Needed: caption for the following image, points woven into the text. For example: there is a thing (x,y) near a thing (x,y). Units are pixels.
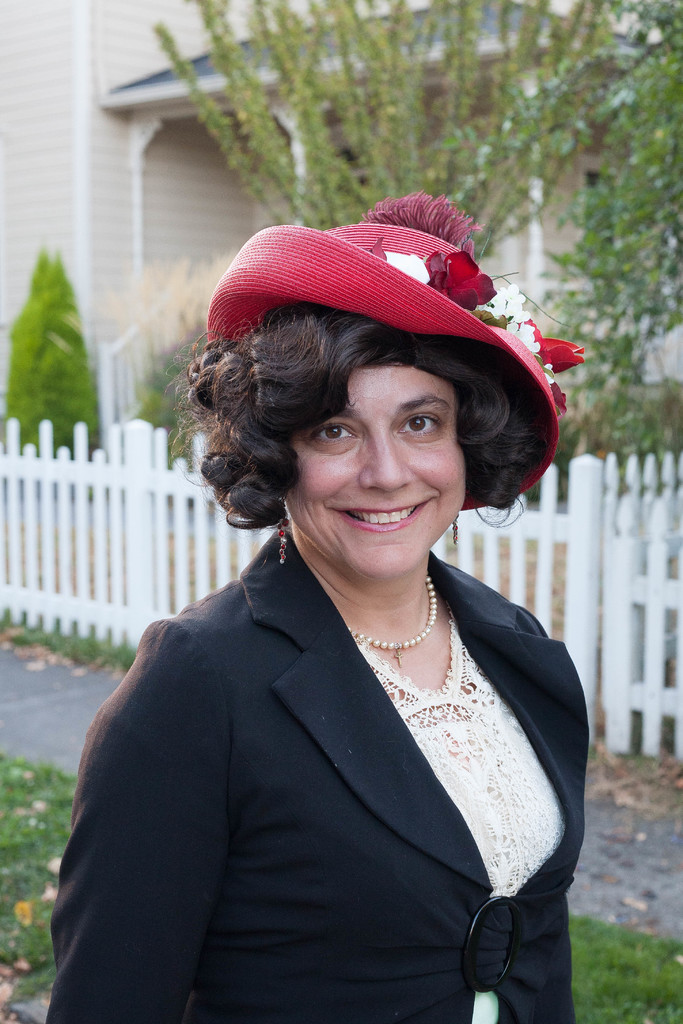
This picture is clicked outside. In the foreground (503,783) we can see a woman (390,488) wearing a hat (413,233), smiling and seems to be standing. In the background (41,715) we can see the ground (73,698), green grass (52,814), plants (180,269), trees (625,314), fence (514,569) and a building (120,96).
